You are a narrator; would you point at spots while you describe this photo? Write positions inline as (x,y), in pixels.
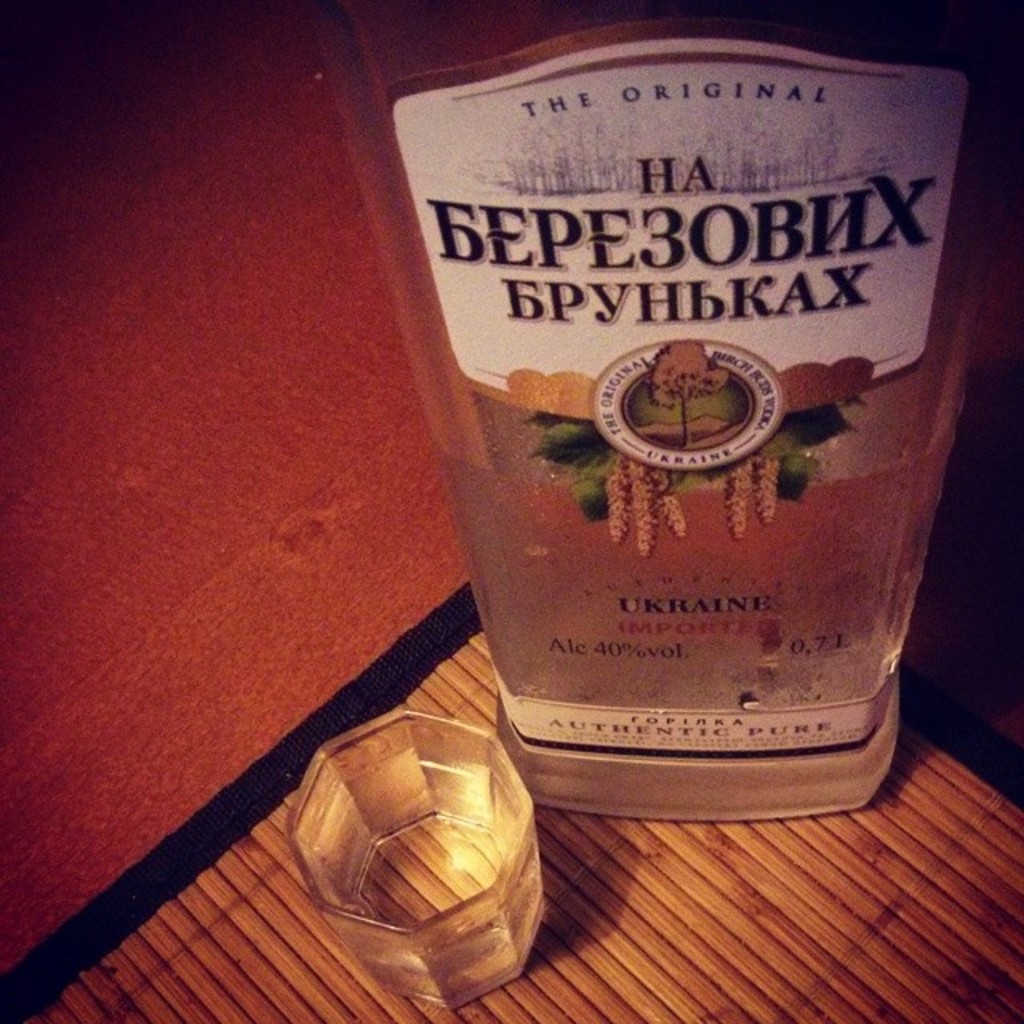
In this image I can see a bottle of alcohol (600,653). This is a tumbler (488,853) placed on the mat (818,912).
